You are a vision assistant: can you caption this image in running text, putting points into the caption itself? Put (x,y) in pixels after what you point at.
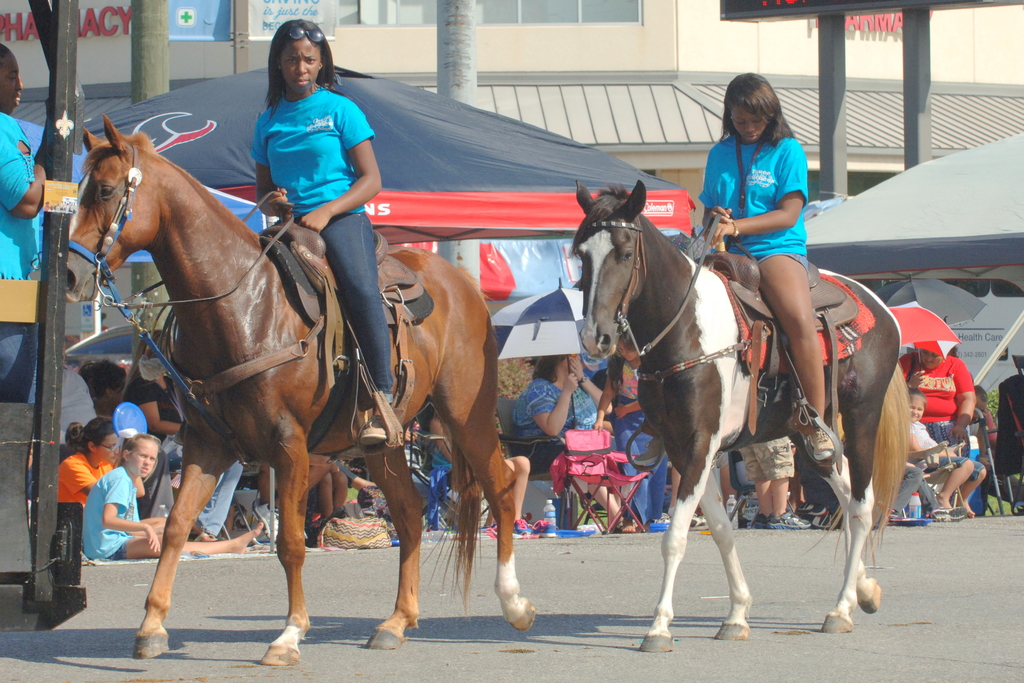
In the image there are two horses (438,391). In the right (725,334) there is a horse (725,331) on that there is a woman (753,163). In the left (255,339) there is another horse (256,301) on that there is a woman (322,147). In the middle (593,453) there is a chair (594,478). In the middle (549,427) there is a crowd (536,427), umbrella (548,334) and tent (471,178). In the middle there is a tree (456,59) and building (611,95).
